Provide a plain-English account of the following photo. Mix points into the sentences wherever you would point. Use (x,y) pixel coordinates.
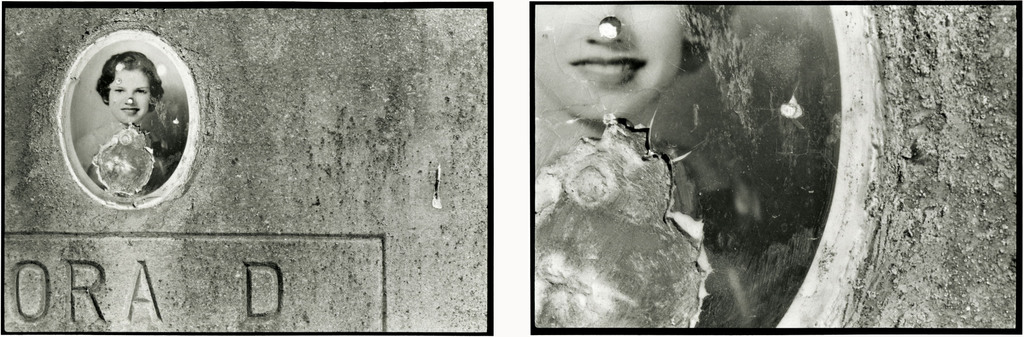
In this image I can see two collage photos of a girl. On the bottom left side (250,267) I can see something is written and I can see color of this image is black and white.
